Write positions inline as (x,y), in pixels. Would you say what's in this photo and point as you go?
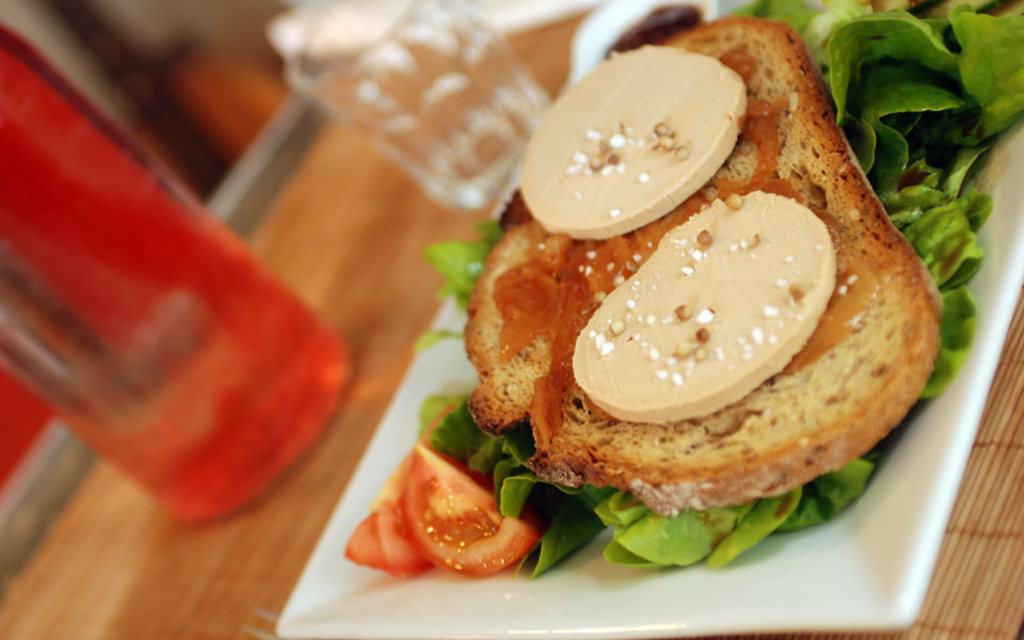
In this picture we can see some eatable item (757,470) placed in a plate (801,538), which is placed on the table (97,564), on the table (64,570) we can see bottle (183,261), glass (410,156).
